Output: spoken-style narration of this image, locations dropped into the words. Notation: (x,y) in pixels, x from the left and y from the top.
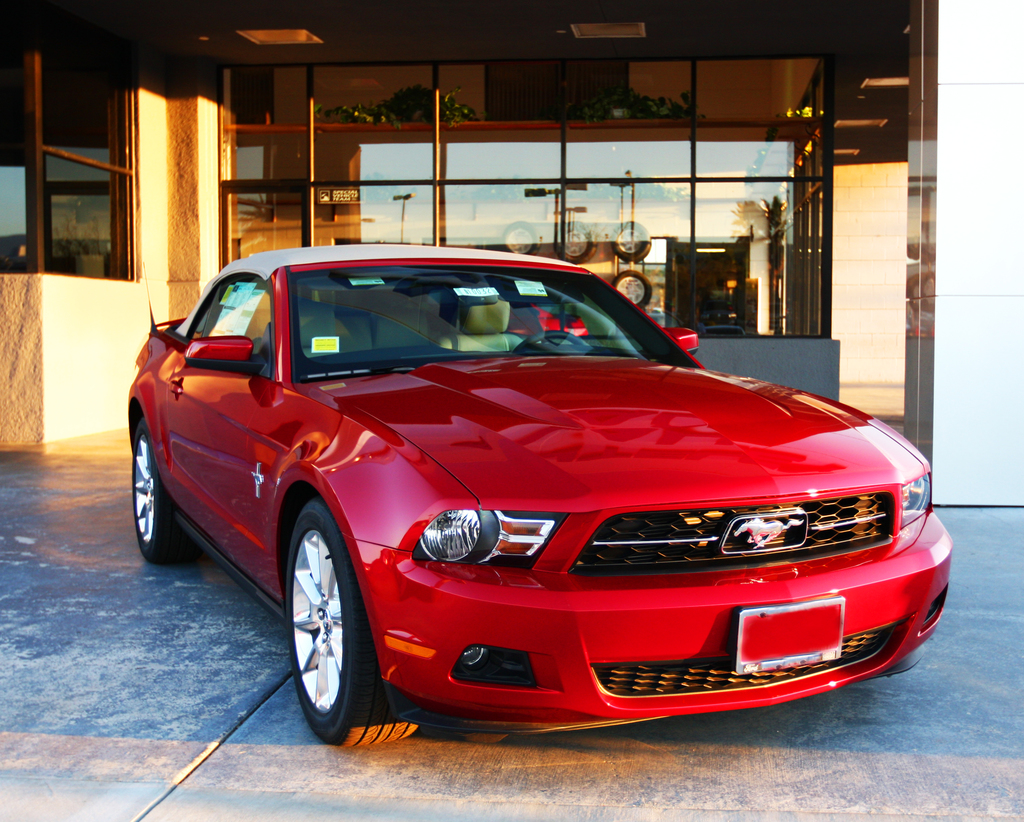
Here we can see a red vehicle (522,623). Background (92,195) there are glass windows (782,285). Through this glass windows (643,174) we can see wheels (621,254). On this glass windows (697,179) there is a reflection (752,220) of light poles (404,205).
